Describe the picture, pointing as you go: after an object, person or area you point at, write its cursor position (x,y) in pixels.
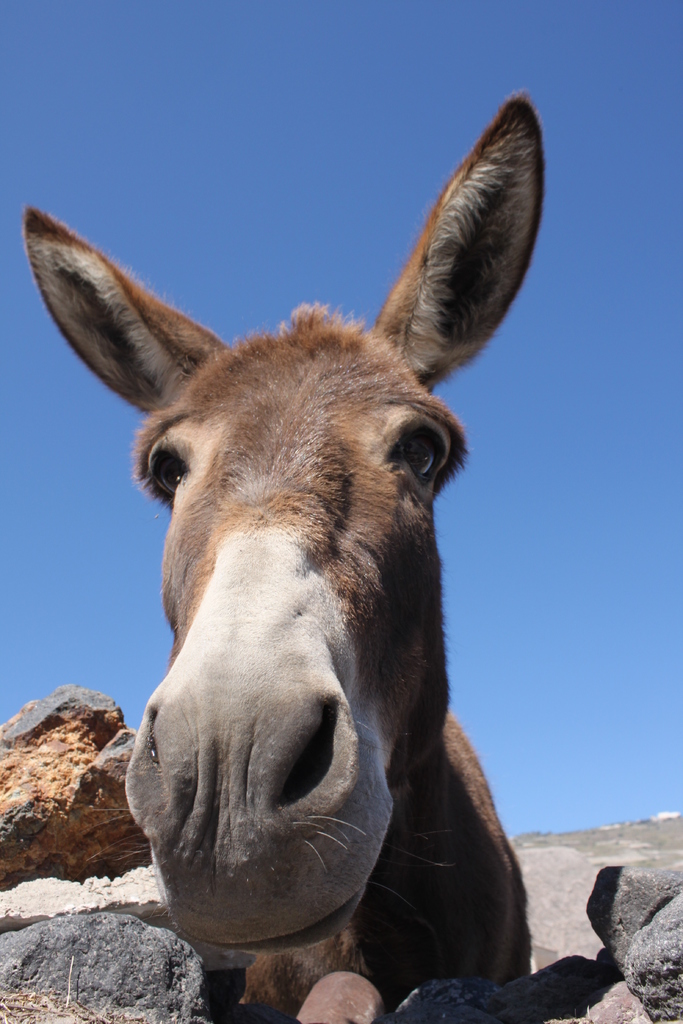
In the center of the image (272,643) we can see rocks (472,995) and one donkey (308,815), which is in ash and brown color. In the background (528,381) we can see the sky (558,376) and a few other objects (665,833).
